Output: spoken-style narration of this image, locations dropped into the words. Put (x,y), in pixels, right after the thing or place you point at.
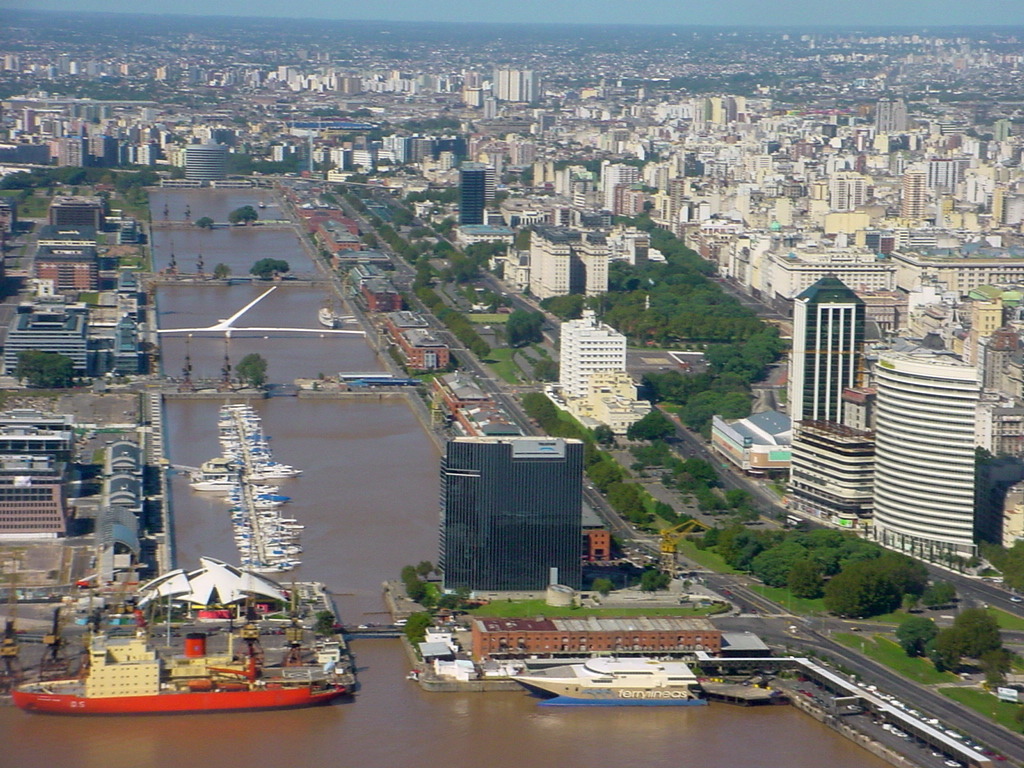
In this image in the center (453,406) there are some buildings (535,193) and trees (630,316) and a walkway (998,733), and in the center (352,366) there is a sea (289,505). In that sea (323,462) there are some boats (661,669), and in the background (129,38) there are some buildings (510,55).
